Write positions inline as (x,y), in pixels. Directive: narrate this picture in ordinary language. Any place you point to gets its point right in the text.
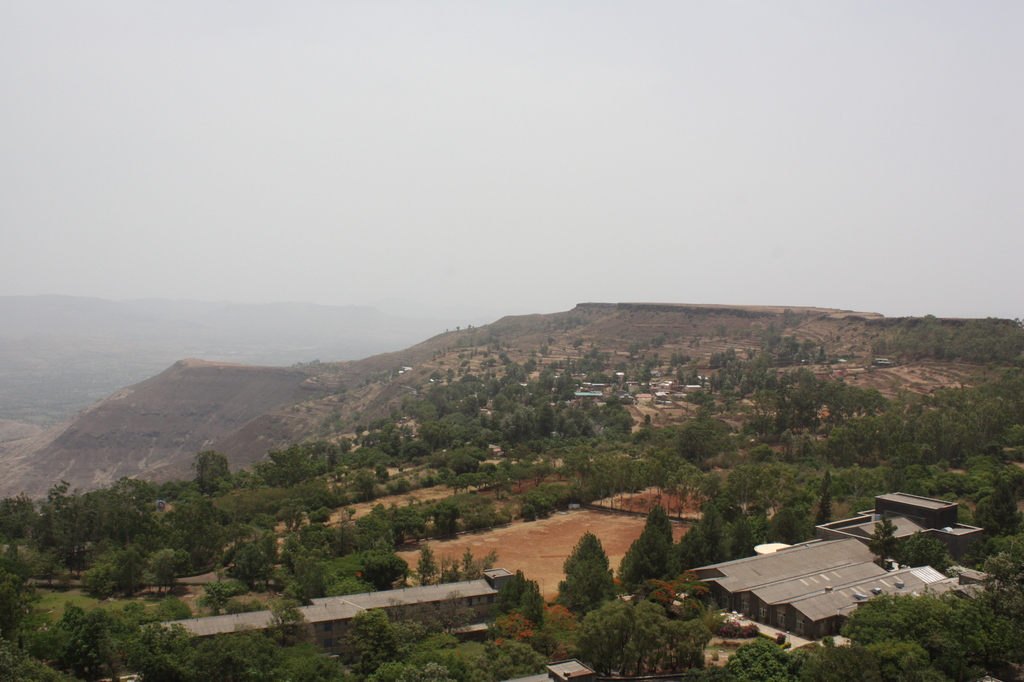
In the image we can see the building (813,555), trees (263,550), mountains (231,435) and the sky (283,161).
